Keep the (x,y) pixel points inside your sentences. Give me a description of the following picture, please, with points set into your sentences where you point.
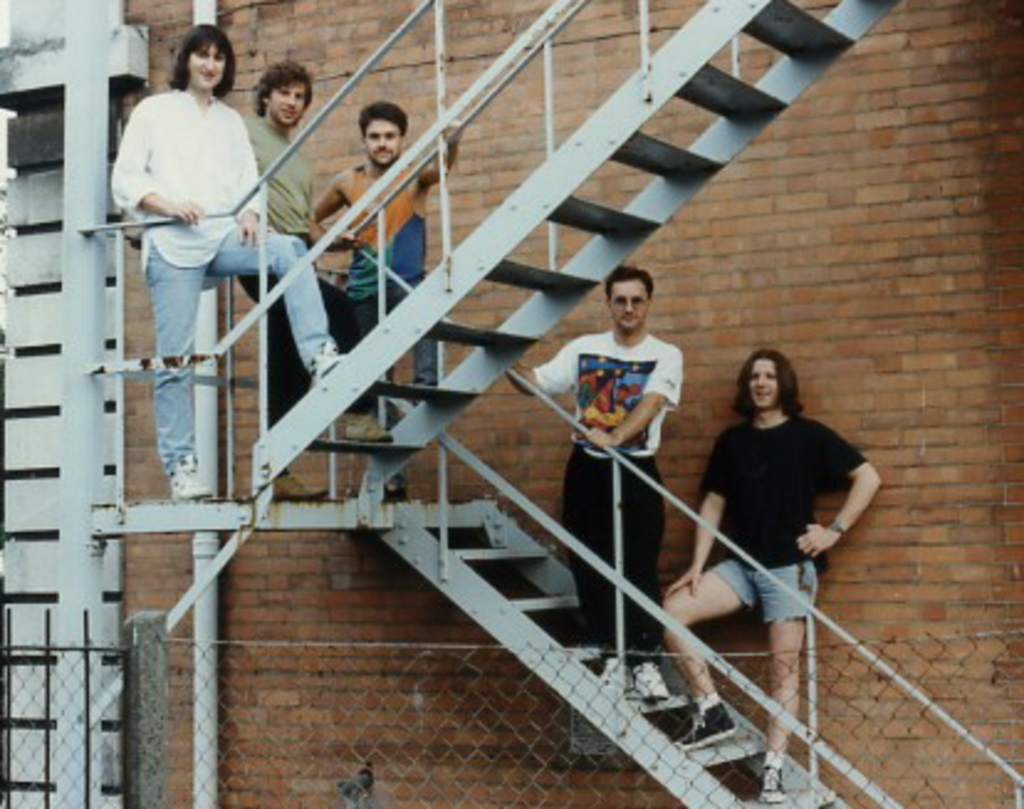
In this picture there are people (581,448) standing on the staircases (468,288). On the left (202,643) there are pipe (203,632), railing (6,676) and wall (12,317). In the background (927,263) it is brick wall (260,672). In the foreground (424,716) there is fencing (416,721).
